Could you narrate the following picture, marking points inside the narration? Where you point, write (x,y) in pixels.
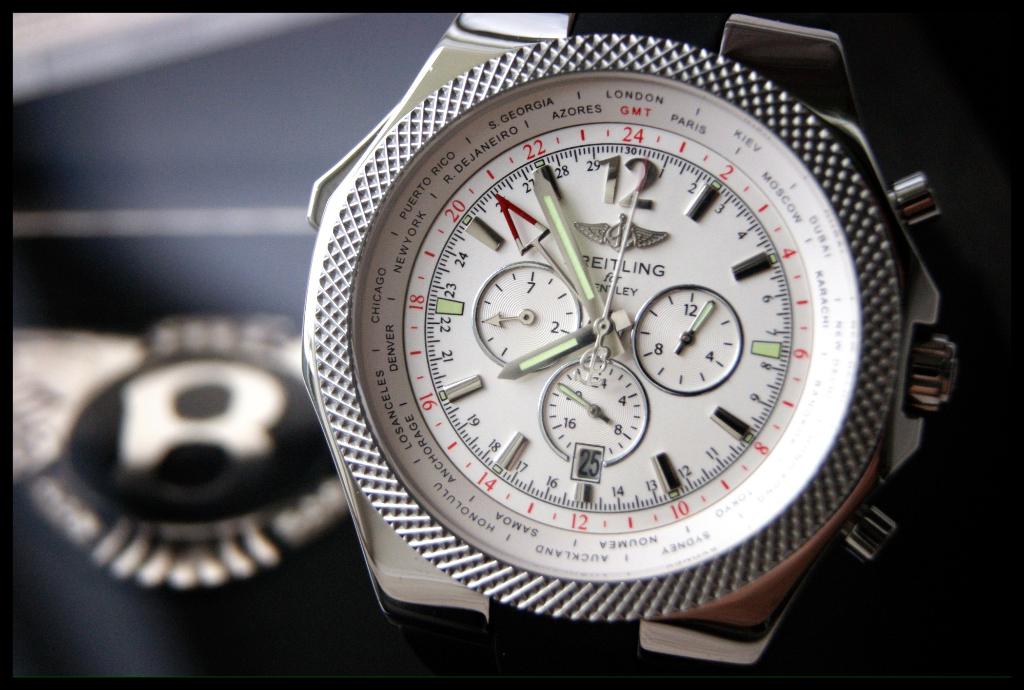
In this picture we can see hand watch (456,502) which is kept on the table (270,585). In that we can see the time it's 8 o'clock.
